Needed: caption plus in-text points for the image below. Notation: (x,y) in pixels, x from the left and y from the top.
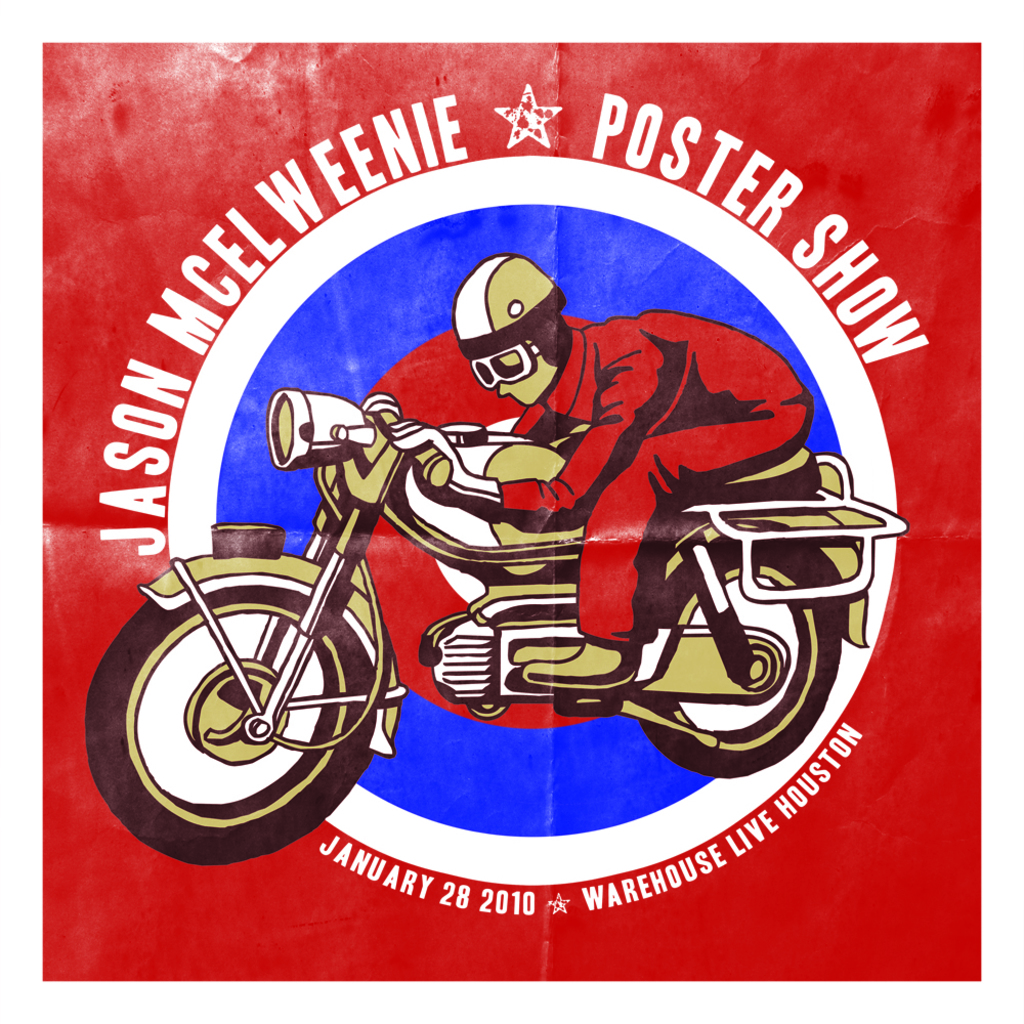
In this picture we can see poster (179,761), on this poster (515,620) we can see a person (512,325) sitting on a bike (331,616) and some text (828,227).
